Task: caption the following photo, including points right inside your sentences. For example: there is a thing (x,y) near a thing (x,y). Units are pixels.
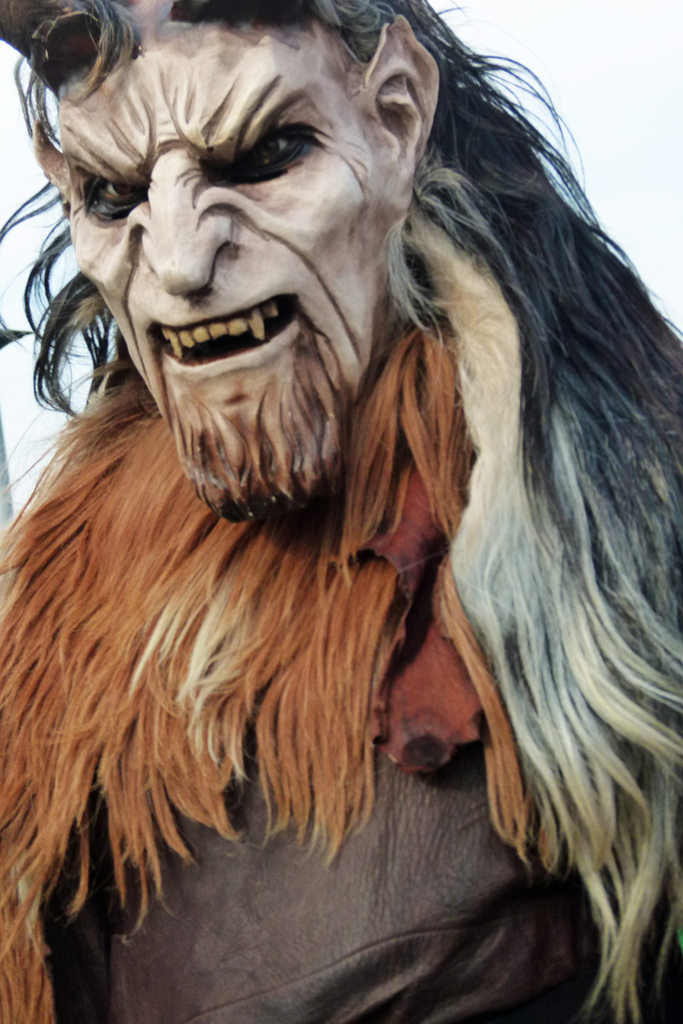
This image is taken outdoors. At the top of the image (591,55) there is the sky (638,227). In the middle of the image (378,463) there is a person (335,738) with a weird face mask (271,506).
